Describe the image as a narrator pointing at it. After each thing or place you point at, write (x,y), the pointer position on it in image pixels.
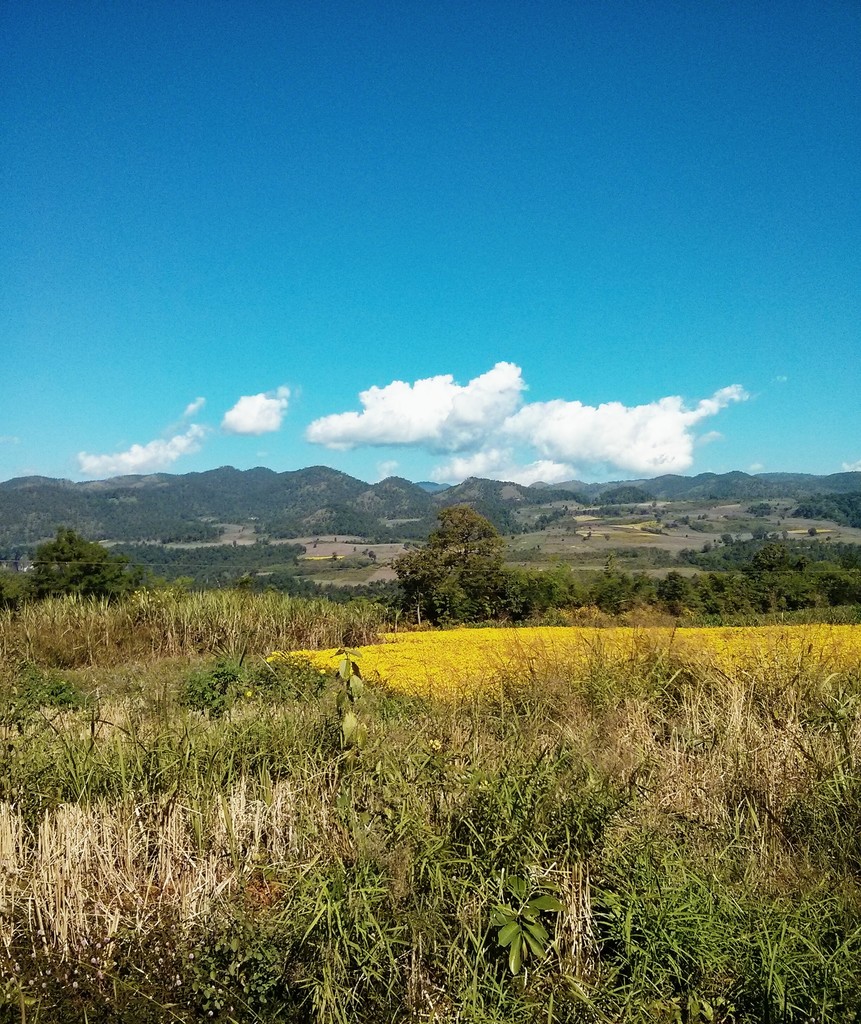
In this picture I can see grass (520,740), plants (561,631), trees (369,532), hills (409,514), and in the background (607,277) there is sky (506,229).
